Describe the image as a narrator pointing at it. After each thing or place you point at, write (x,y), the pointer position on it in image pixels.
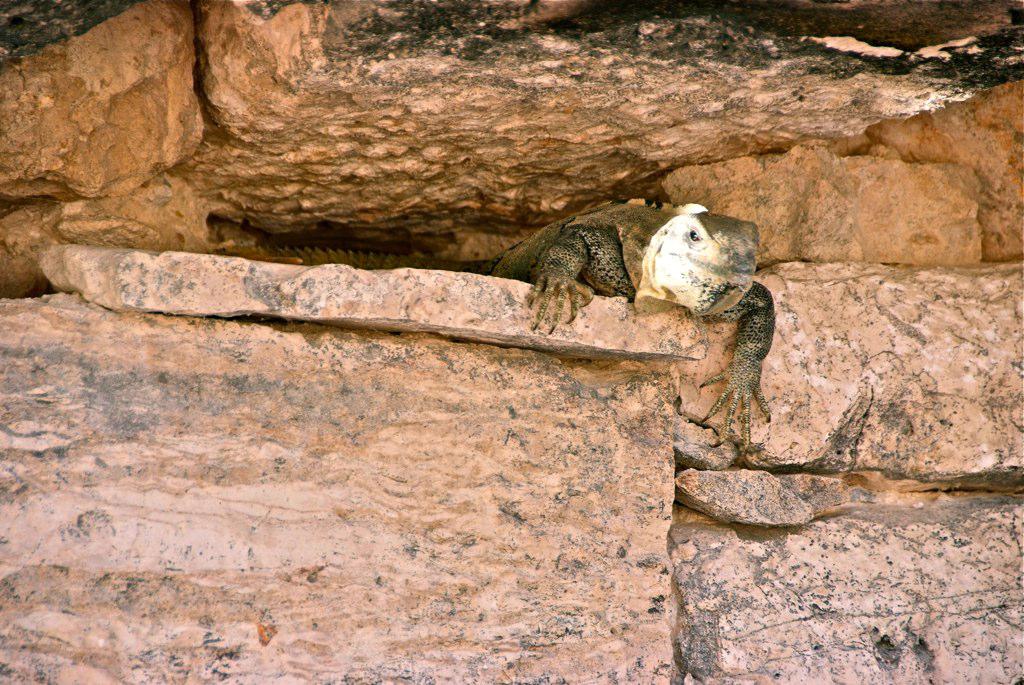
In this image I can see a lizard like reptile (604,282) in a rock cave (178,294).
